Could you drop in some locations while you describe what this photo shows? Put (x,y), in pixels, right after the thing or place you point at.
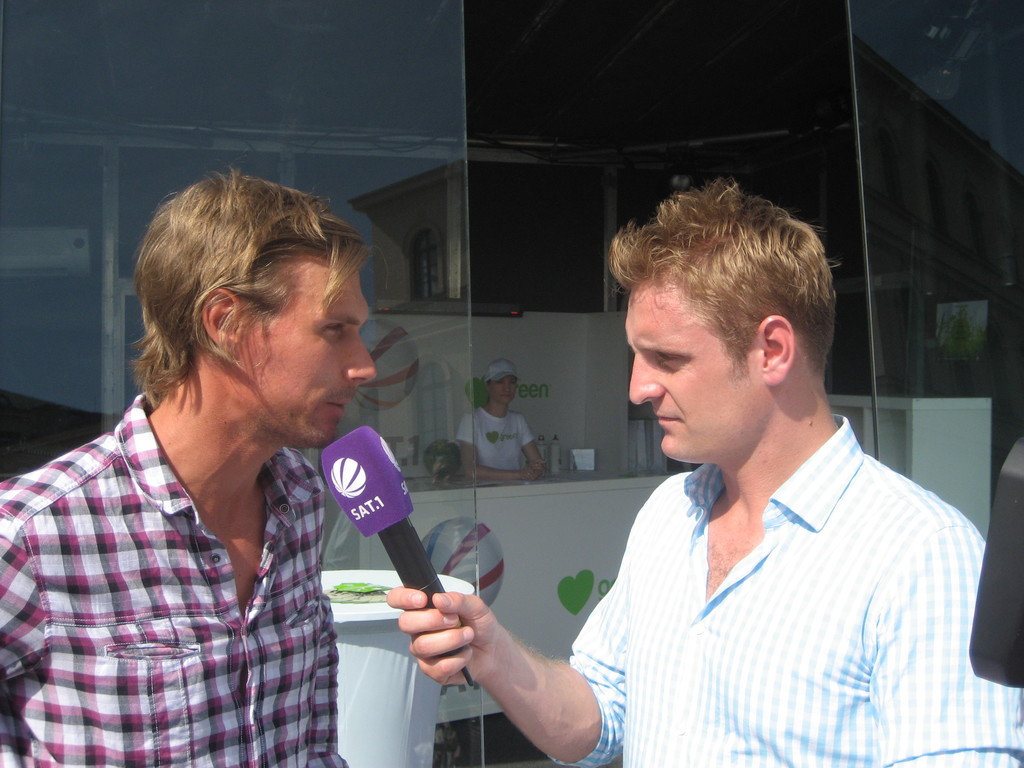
As we can see in the image there is a table (455,501). On table (558,477) there are glasses (541,448) and in the front (260,305) there are two people (815,569) and the man (794,540) who is standing on the right side (850,709) is holding mic (434,605).
